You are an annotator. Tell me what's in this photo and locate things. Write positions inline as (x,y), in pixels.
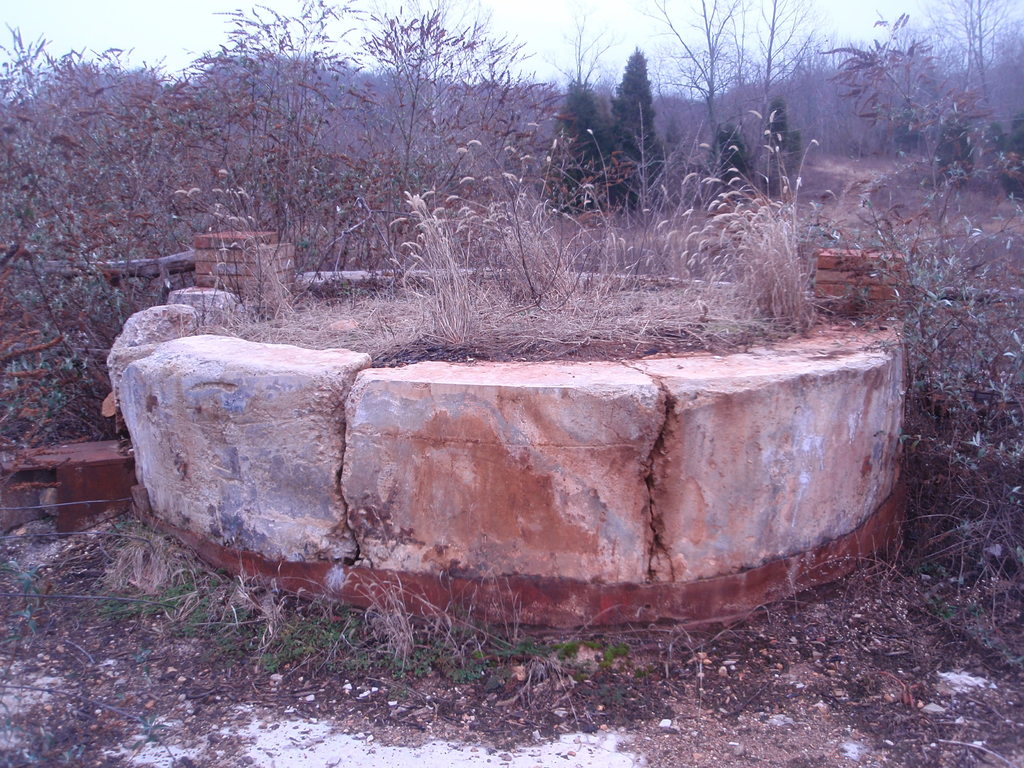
In this picture we can see a circular stone wall (308,401) and on the wall (363,355) there are bricks (209,265). On the left side of the circular stone wall (151,326) there is a wooden log (80,268). Behind the bricks (246,265) there are plants (552,194), trees (871,121) and the sky (566,59).
